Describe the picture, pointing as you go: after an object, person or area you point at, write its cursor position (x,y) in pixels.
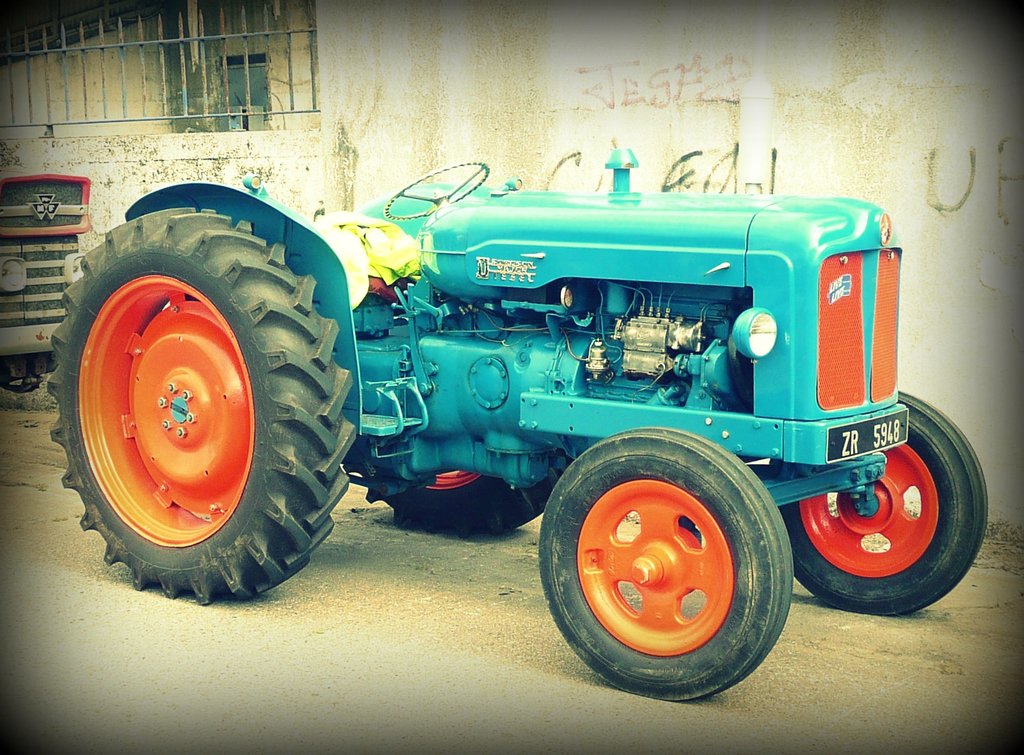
In this image we can see tractor (661,563) on the road (445,701). In the background (21,248) we can see the front part (38,237) of a vehicle (46,244), texts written on the wall (792,110), fence (201,51) and other objects (215,51).
